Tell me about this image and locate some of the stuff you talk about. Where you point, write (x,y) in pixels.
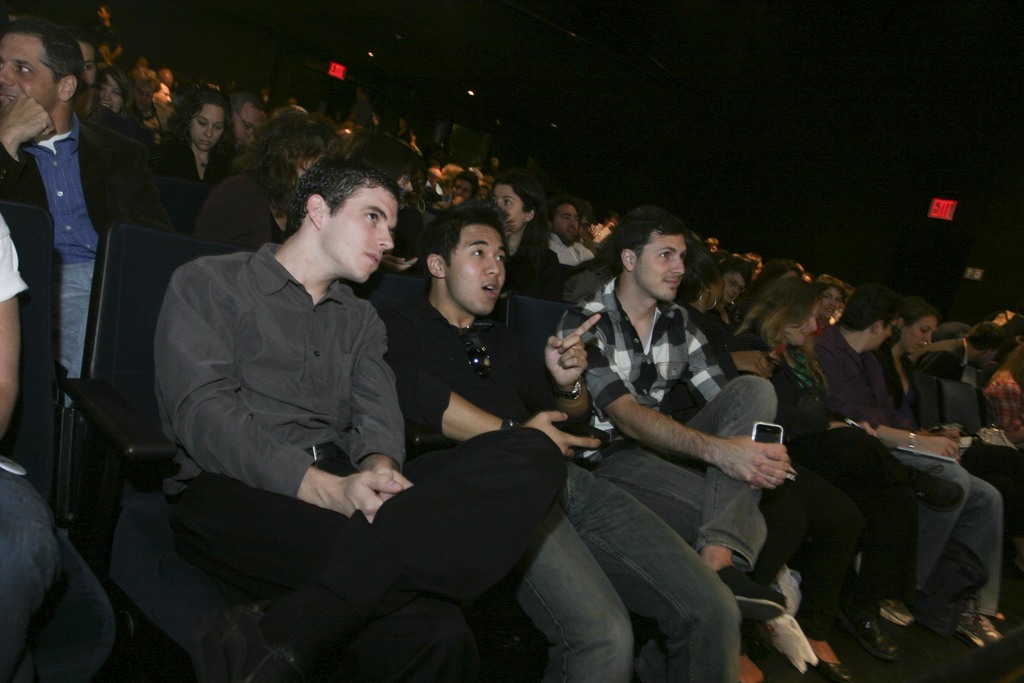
There are many people (430,238) sitting on chairs (111,282). Person (439,300) in the front (491,350) is having a goggles (484,353). Another person (705,395) is holding a mobile (779,434). In the background (728,105) it is dark.
